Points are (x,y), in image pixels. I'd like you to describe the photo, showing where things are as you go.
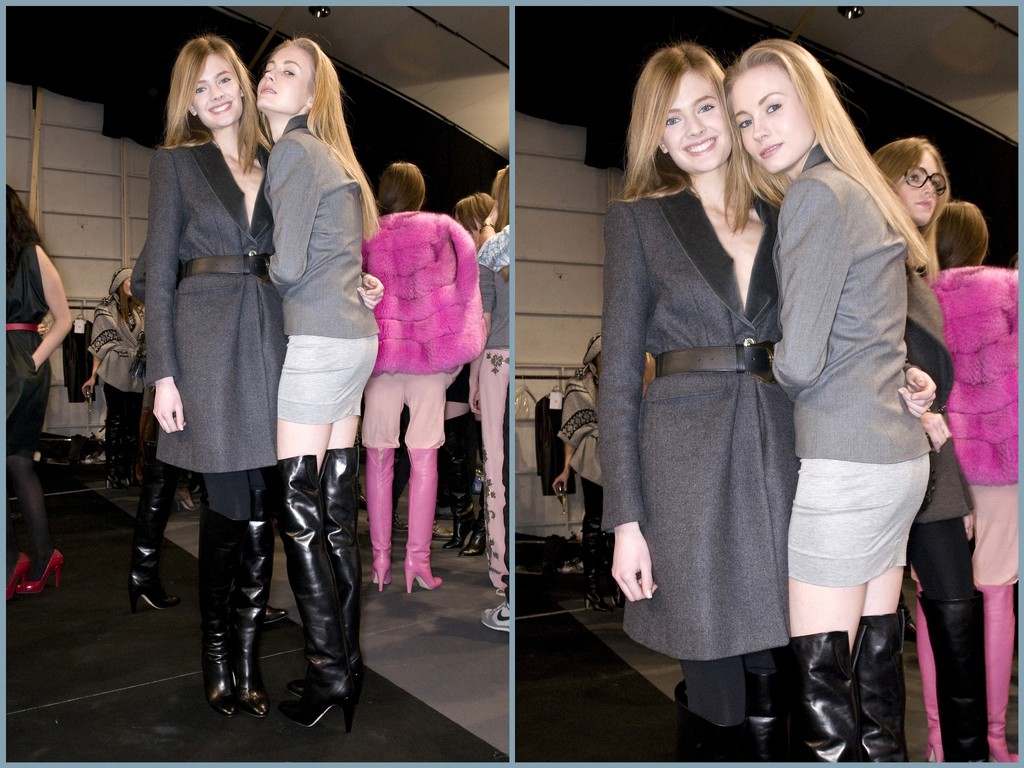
This is a collage picture. In the background (29,148) we can see the wall (594,228), black cloth (542,456) hanged with a hanger (79,317). At the top (765,17) we can see the ceiling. We can see people (863,413) standing on the floor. We can see women (260,335) standing side by side and giving a pose.
